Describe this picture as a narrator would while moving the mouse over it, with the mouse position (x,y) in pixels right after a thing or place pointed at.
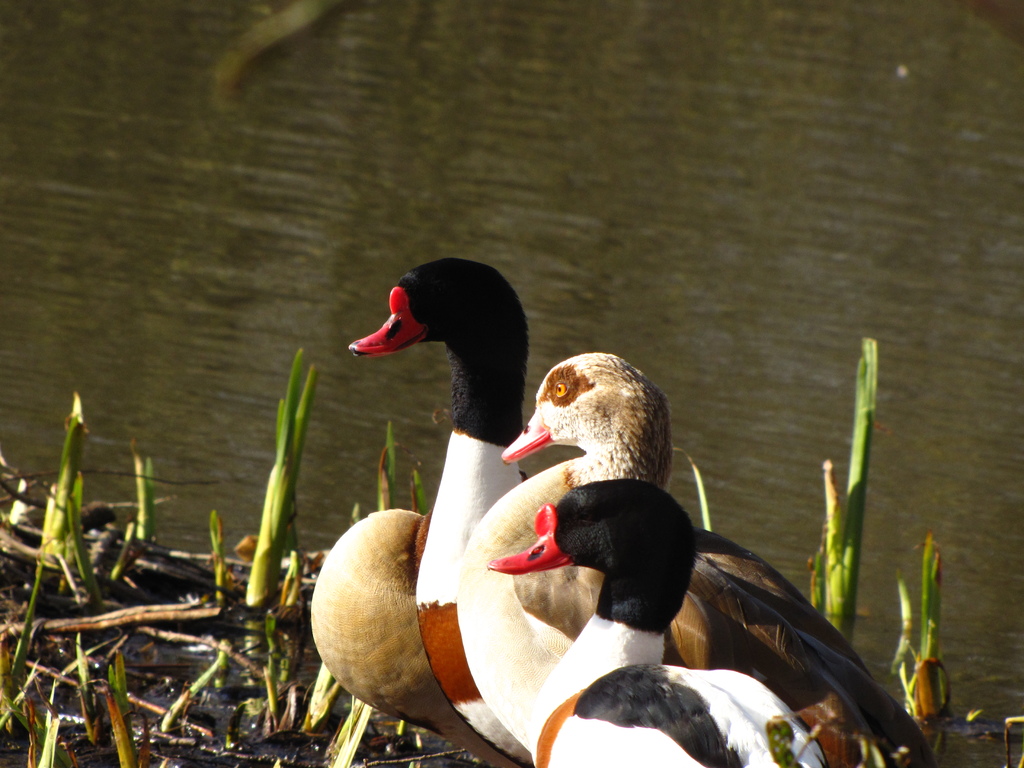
In this image I can see few birds (341,569) and they are in black, white and brown color. Background (223,451) I can see the grass (392,486) in green color and I can also see the water (536,132).
